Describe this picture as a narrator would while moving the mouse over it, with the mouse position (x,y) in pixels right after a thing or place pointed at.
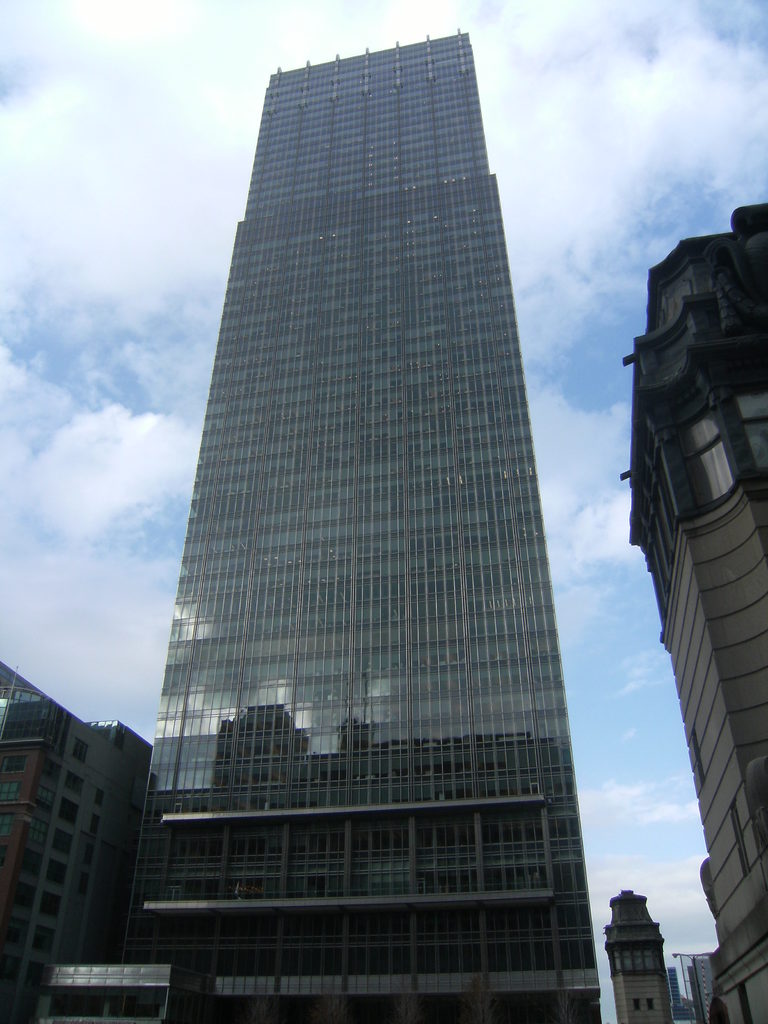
There are buildings (402,895) at the bottom of this image (309,907) and the cloudy sky (116,329) is in the background (178,339).
